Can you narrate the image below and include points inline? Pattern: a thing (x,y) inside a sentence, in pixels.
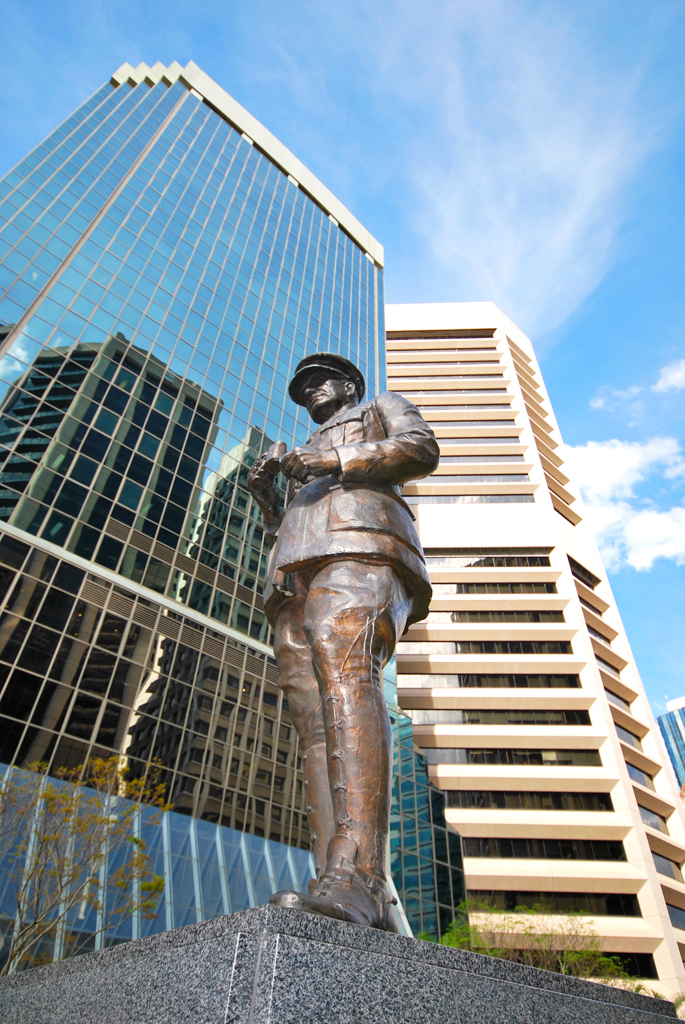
In this image we can see a statue (331,454), pedestal (225,924), trees (107,818), buildings (472,671) and sky (524,280) with clouds (532,306).
